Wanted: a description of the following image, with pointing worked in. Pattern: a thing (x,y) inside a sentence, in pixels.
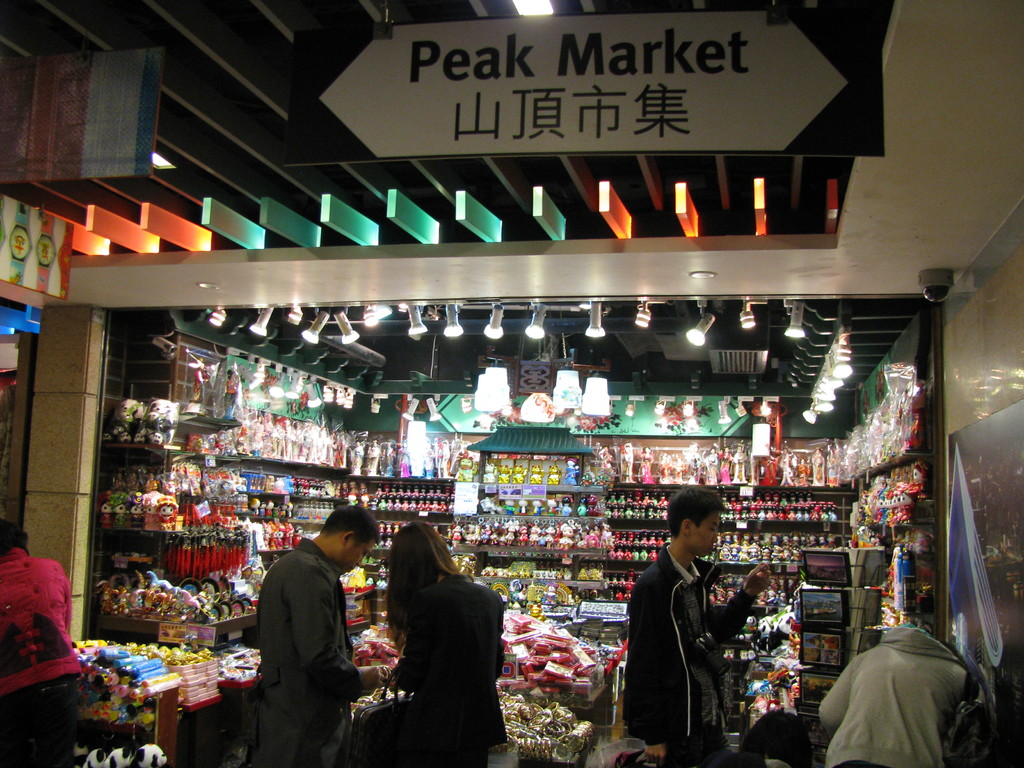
In this image we can see the view of a shop (498,435), there are shelves (549,550), there are objects (520,541) on the shelves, there are three women (888,681) standing towards the bottom of the image (898,692), there are two men (373,682) standing towards the bottom of the image (708,695), there are lights (594,322), there is a board (560,111) towards the top of the image (545,67), there is text (673,98) on the board (467,95), there is an object (61,161) towards the left of the image (69,134), there is a wall (1011,323) towards the right of the image (999,551), there is an object (979,521) on the wall (1012,343), there is roof (287,77) towards the top of the image (207,45).
